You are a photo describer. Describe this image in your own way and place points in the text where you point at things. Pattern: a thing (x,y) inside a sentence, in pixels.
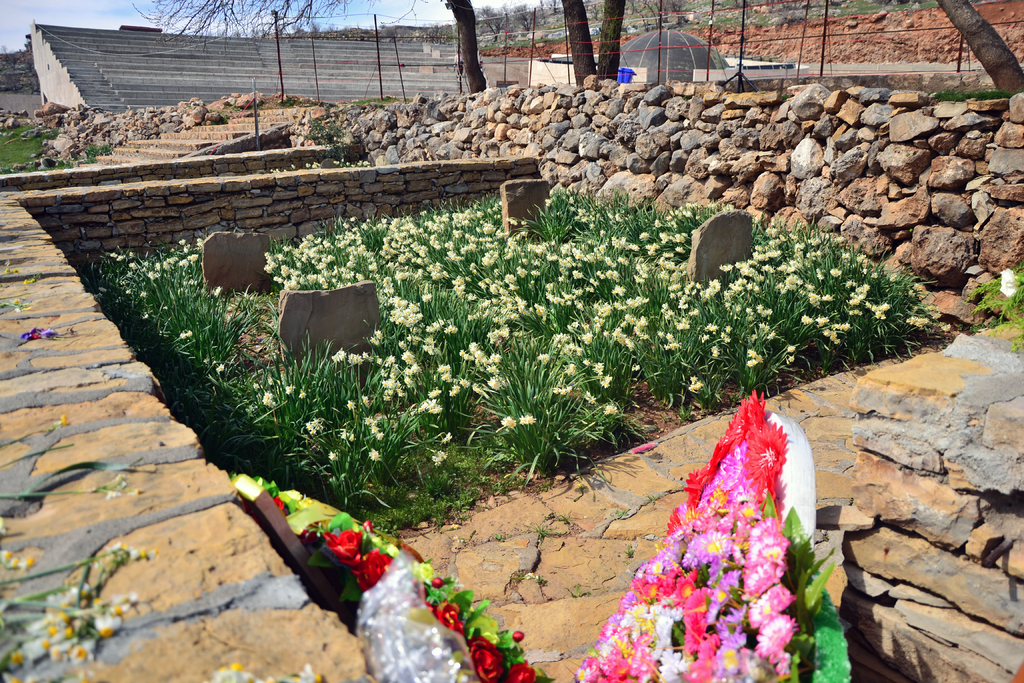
This image is clicked outside. In the middle (535,383) there are plants (586,332). To the right (709,166), there are rocks (650,167). In the background (94,101), there are steps (262,60), trees (586,60) and mountains (635,18). To the left (20,147), there is green grass (22,143).
